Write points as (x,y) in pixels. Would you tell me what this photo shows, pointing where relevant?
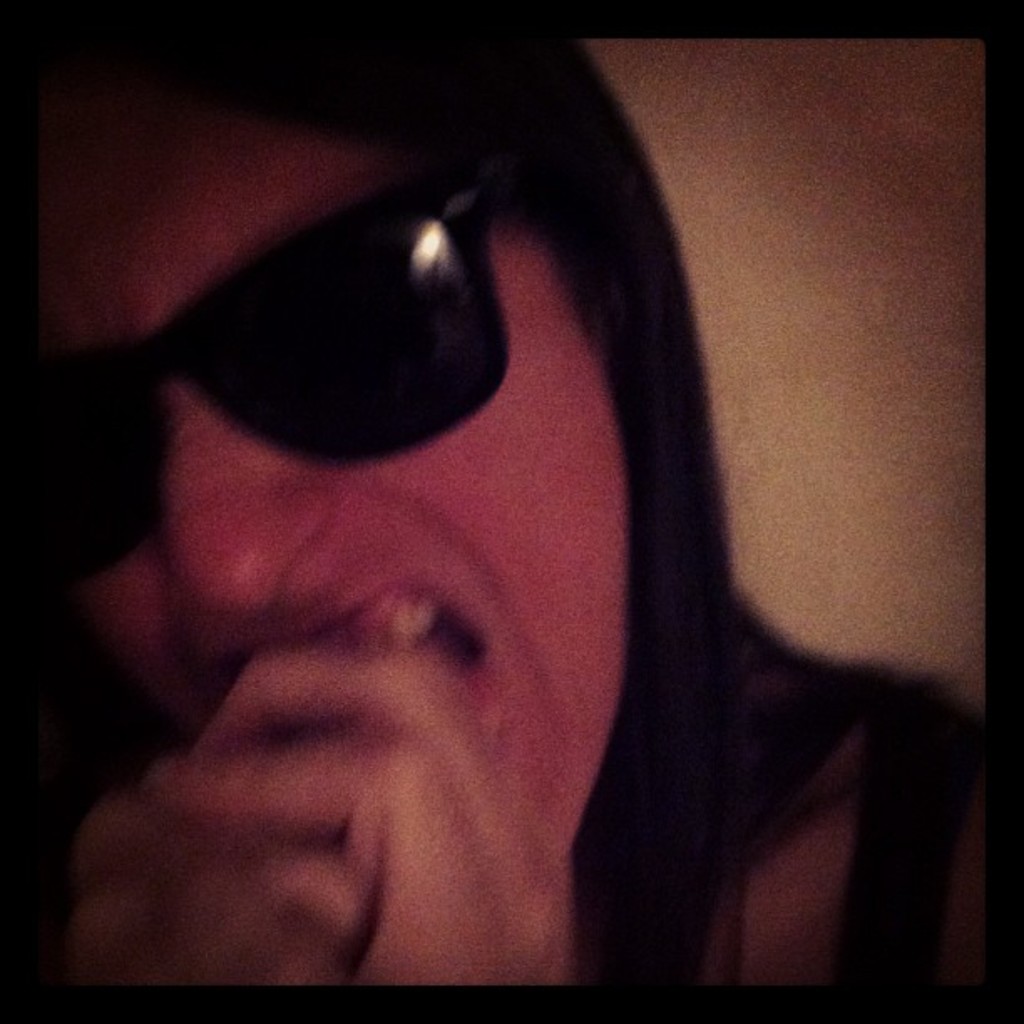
In this image we can see a person (422,600) wearing goggles (365,321) and the background (723,229) looks like the wall (860,265).
